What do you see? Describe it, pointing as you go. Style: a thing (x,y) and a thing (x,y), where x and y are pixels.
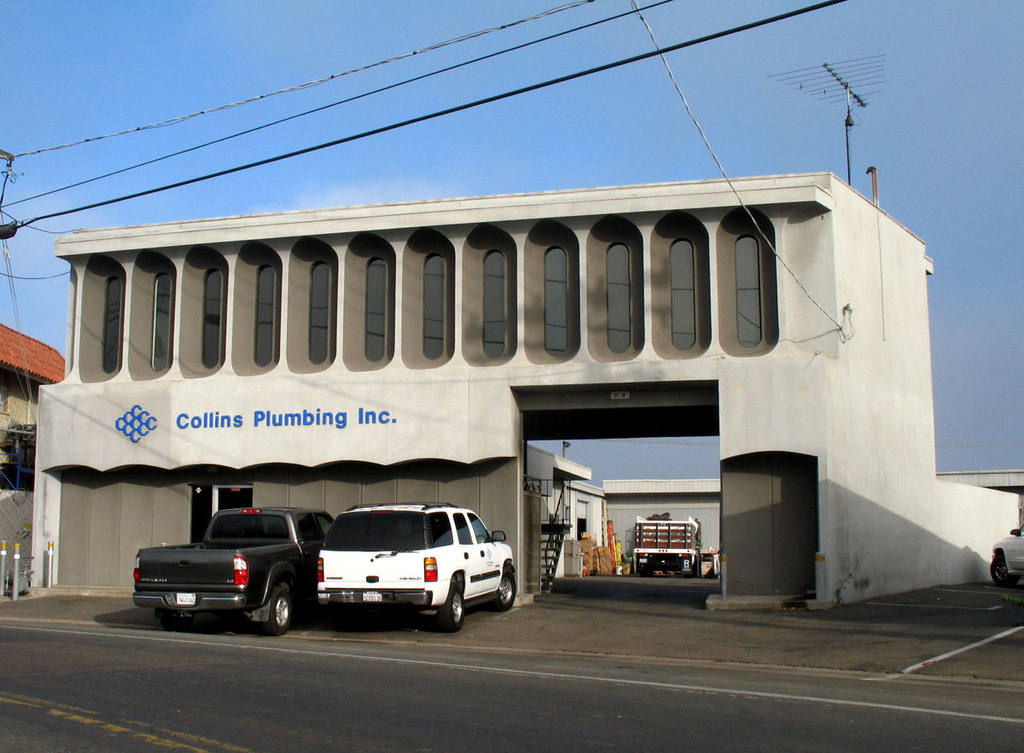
In this image there are two cars (286,586) parked in front of a building (316,444), beside the cars (412,526) there is an entrance (588,521) into the building (330,449), inside the building (594,542) there is a staircase (554,529) and a car (644,539) parked, in front of the building (332,417) there is a road (625,660).
